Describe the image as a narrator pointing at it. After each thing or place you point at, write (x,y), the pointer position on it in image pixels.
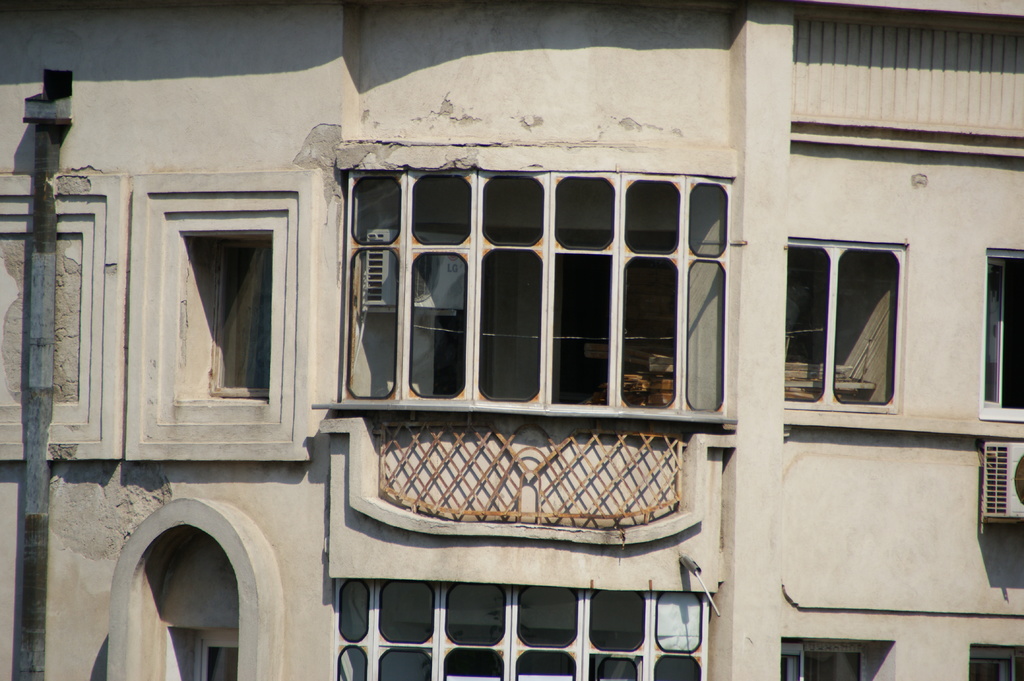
This picture is taken from the outside of the building (711,417) and it is sunny. In this image, on the left side (33,112), we can see a pole (33,603). On the right side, we can see an air conditioner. In the middle of the image (631,239), we can see a window (631,266).
